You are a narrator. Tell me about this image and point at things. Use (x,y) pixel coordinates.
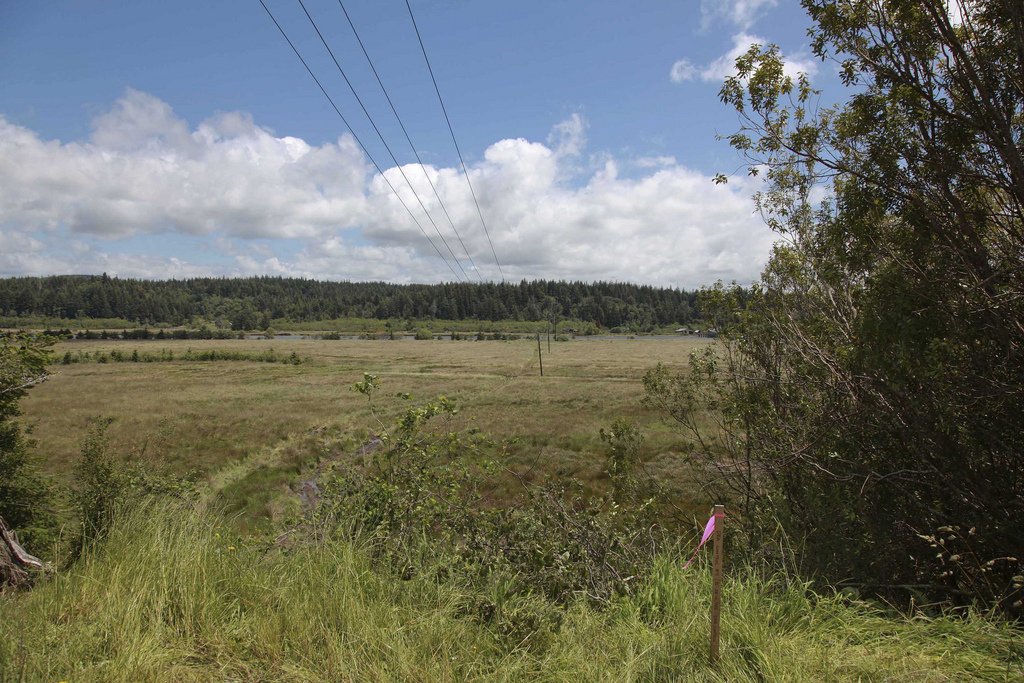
In this image there is the sky (328,122) towards the top of the image (462,110), there are clouds (437,206) in the sky (463,217), there are trees (757,301), there are plants (445,527) towards the bottom of the image (409,591), there is grass (405,389), there is a wooden stick (720,573) on the ground (561,479), there are poles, there are wires (314,25) towards the top of the image (376,88).
